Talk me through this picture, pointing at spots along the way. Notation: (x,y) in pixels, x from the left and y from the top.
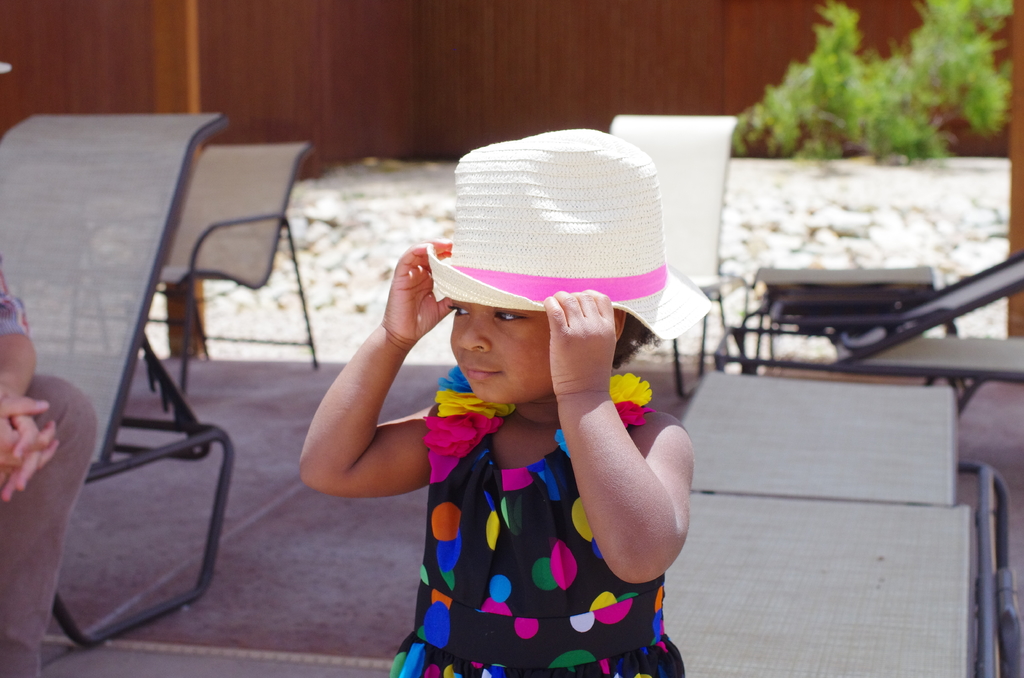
In this picture there is a girl (362,483) standing and wearing hat (561,282) and we can see chairs (787,295). On the left side of the image (40,604) we can see person's leg (20,504) and hands (34,408). In the background of the image (776,83) we can see plants (782,105) and wooden wall (543,46).
